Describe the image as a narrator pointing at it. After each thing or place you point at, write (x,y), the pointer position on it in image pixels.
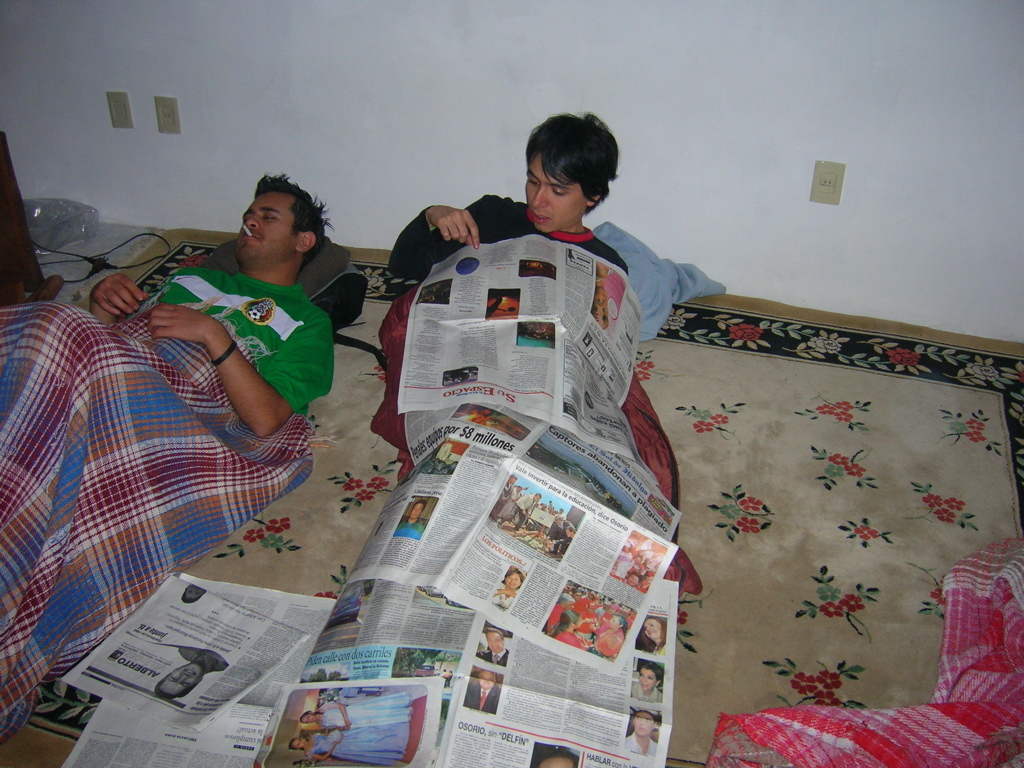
Here in this picture we can see a couple of men (297,375) laying on the rug (886,361) present on the floor (865,358) over there and they are having blankets (146,360) on them and we can see news papers (453,631) present all over there and we can see sockets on the wall (233,159) present over there.
